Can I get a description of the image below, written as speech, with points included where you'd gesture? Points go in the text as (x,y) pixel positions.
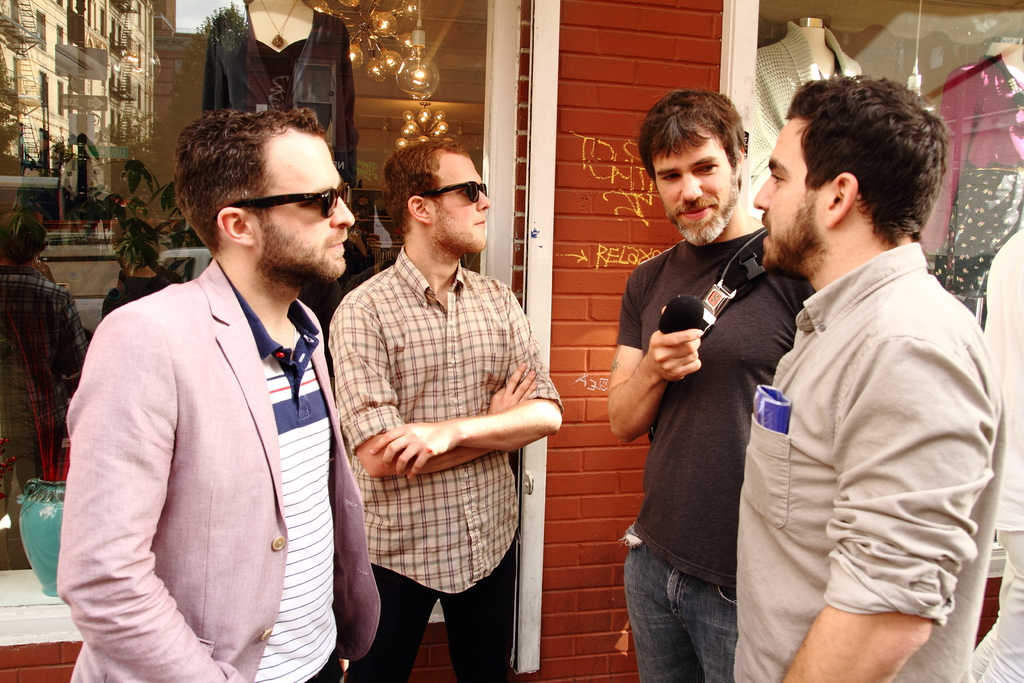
In this image I can see four people (501,439) with different color dresses (709,398). I can see two people (263,243) with the goggles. In the background (358,232) I can see the building (381,90) with glass (393,106). In the glass (351,93) I can see the mannequins (334,66) with dresses (241,58). I can also see few people (42,336), vehicle (95,287), building (49,83) and the sky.
